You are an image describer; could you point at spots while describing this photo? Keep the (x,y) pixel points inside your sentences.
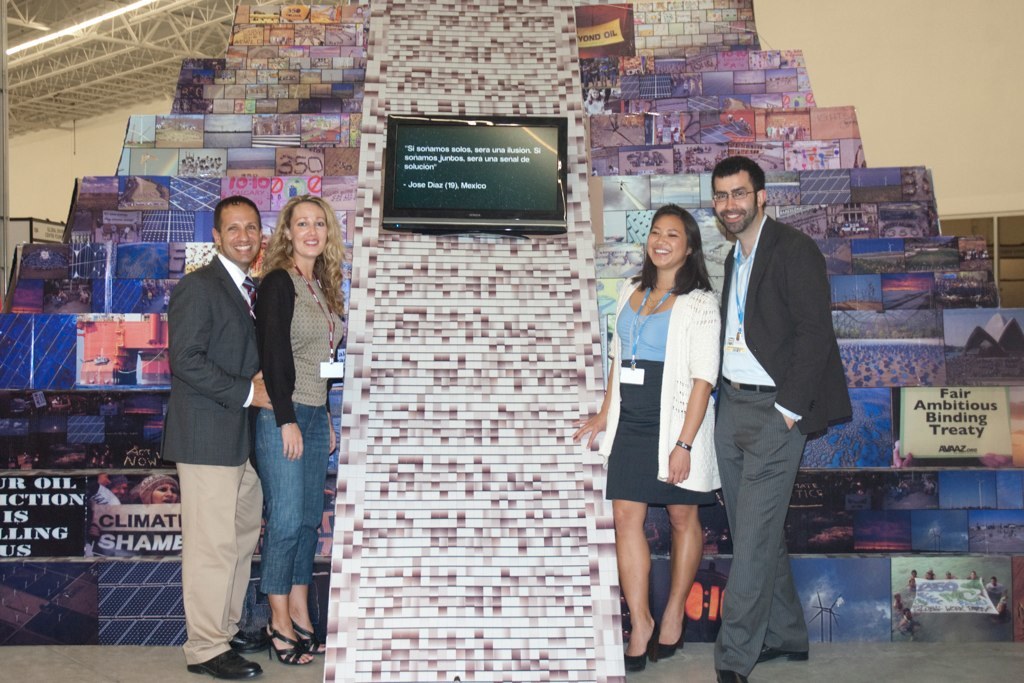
In this picture there are people (225,430) standing and smiling. We can see television (520,173) and boards (359,329). In the background of the image (910,105) we can see rods (11,16), wall (910,105) and lights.
